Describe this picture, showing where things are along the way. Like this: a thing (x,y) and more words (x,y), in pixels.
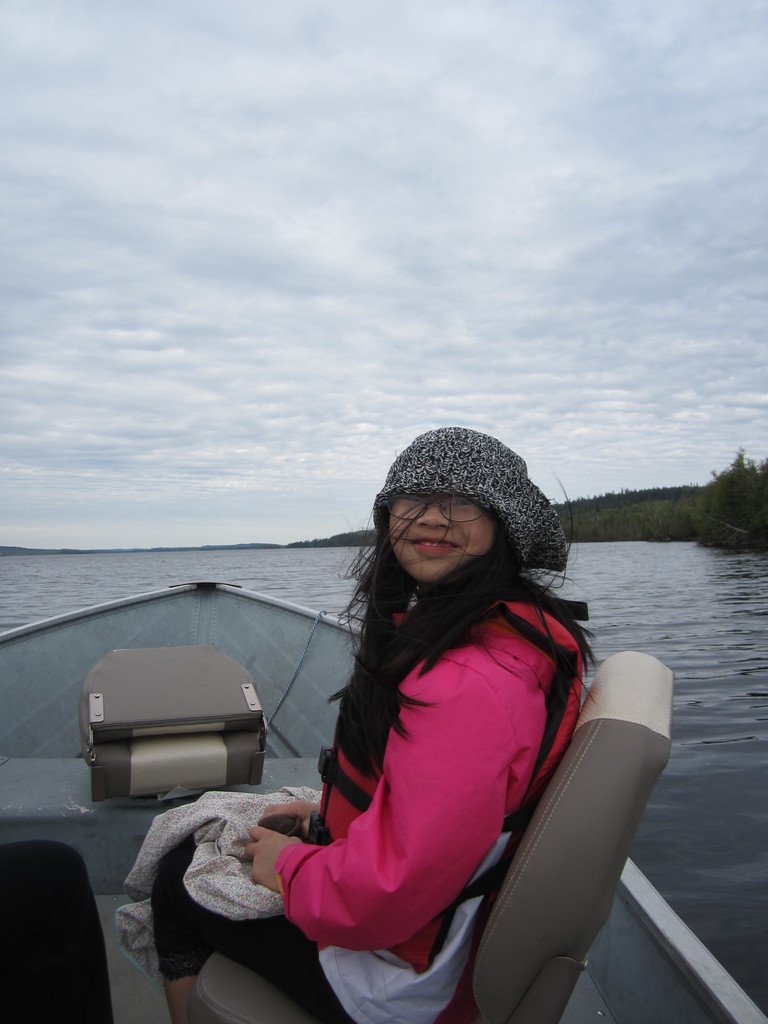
In this image we can see a boat (238,791) on the water (700,714) and a person (258,836) sitting on the chair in the boat (284,732) and there is an object (260,744) near the person (421,737), there are few trees (635,506) and the sky (495,272) with clouds (287,250) in the background (293,298).
